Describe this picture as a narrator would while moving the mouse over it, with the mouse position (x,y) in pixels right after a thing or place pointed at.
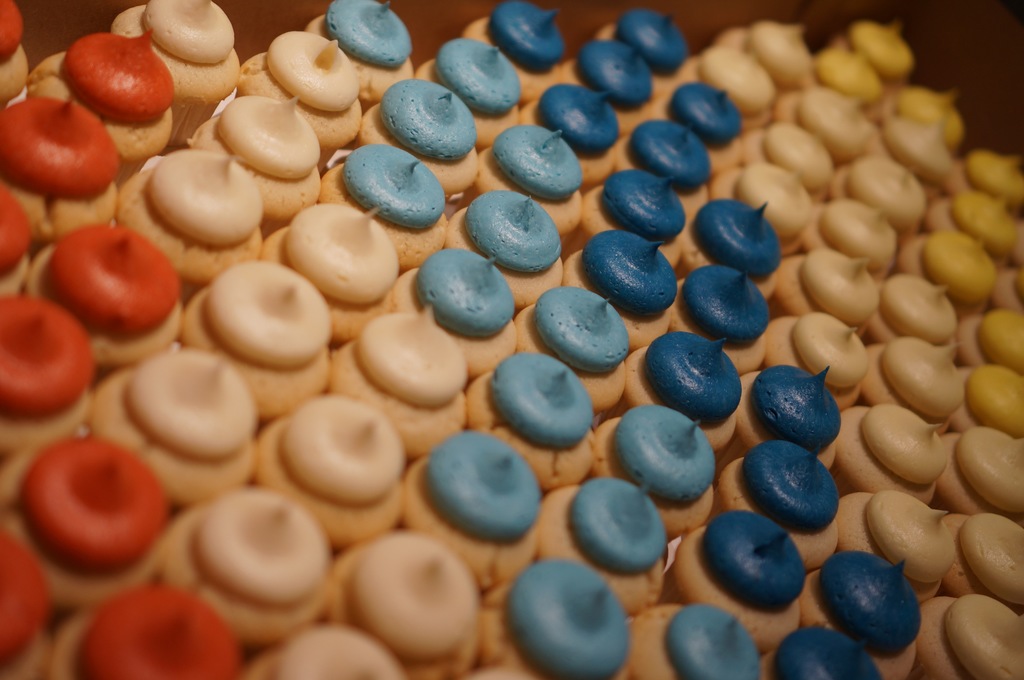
There are cupcakes (549,261) with different color cream (498,301) on that.
